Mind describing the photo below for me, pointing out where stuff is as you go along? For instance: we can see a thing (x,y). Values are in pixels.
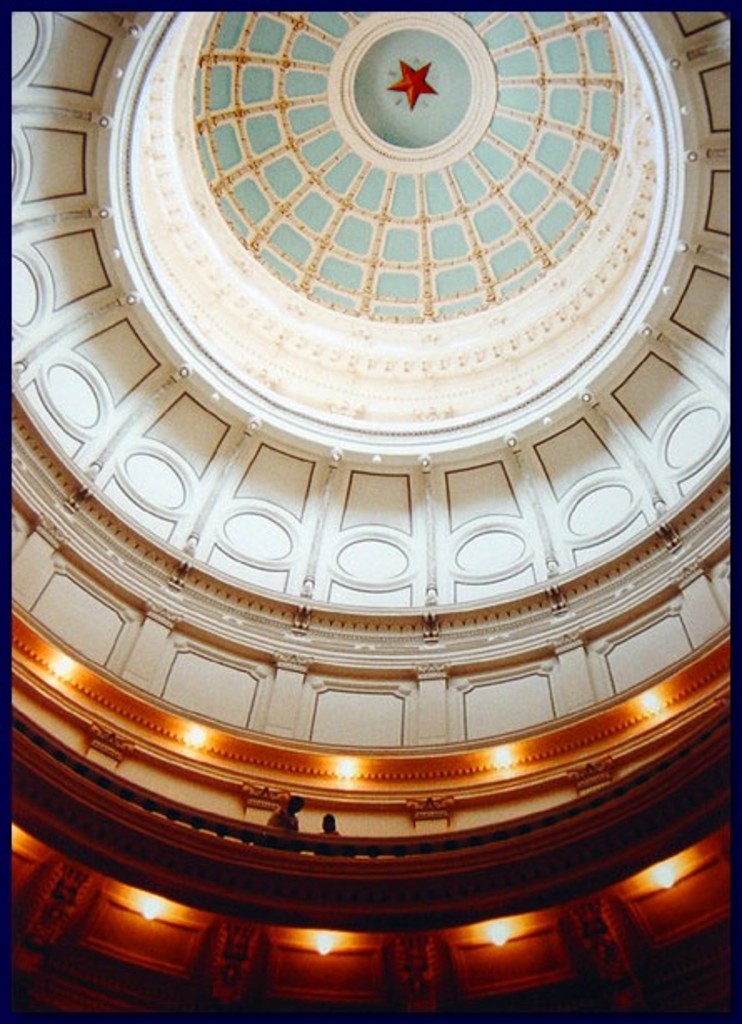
In the image there is a picture of a roof (145,123) taken from inside a palace (426,485) and there are two people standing on the floor (431,882) above.
